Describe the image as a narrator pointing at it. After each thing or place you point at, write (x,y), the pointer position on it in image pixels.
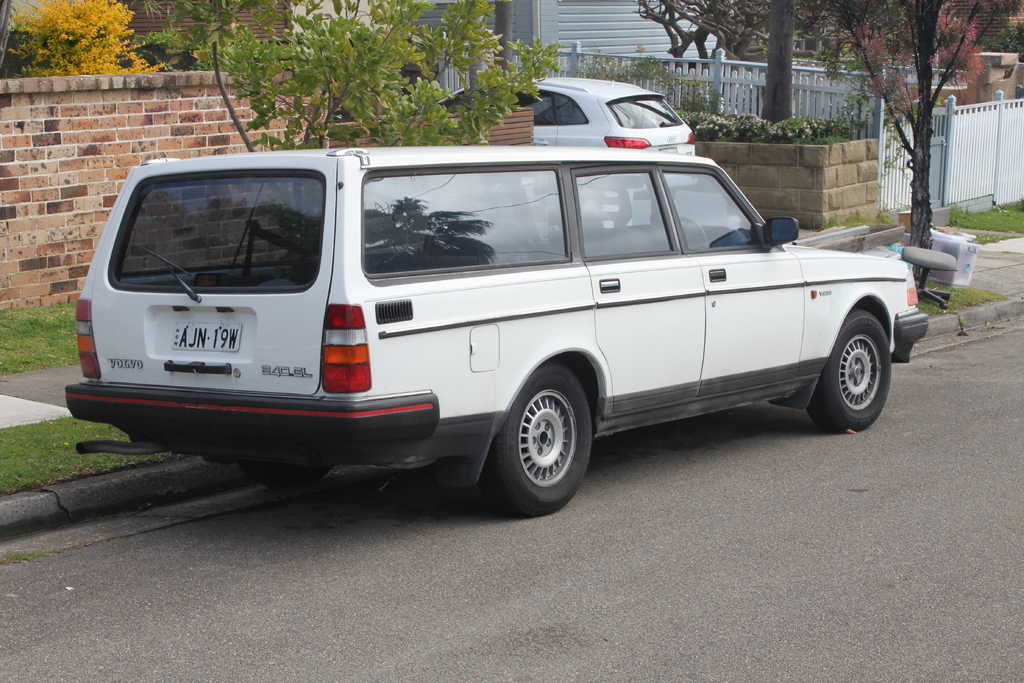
In this image there is a road (259,623) at the bottom (722,617). There is a vehicle (479,423) and a tree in the foreground (675,367). There is a wall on the left corner (38,121). There is a railing (965,161) on the right corner (900,184). There is a vehicle (600,97), there are trees (515,77), plants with flowers (107,48), it looks like a building (526,17) in the background (601,36).
